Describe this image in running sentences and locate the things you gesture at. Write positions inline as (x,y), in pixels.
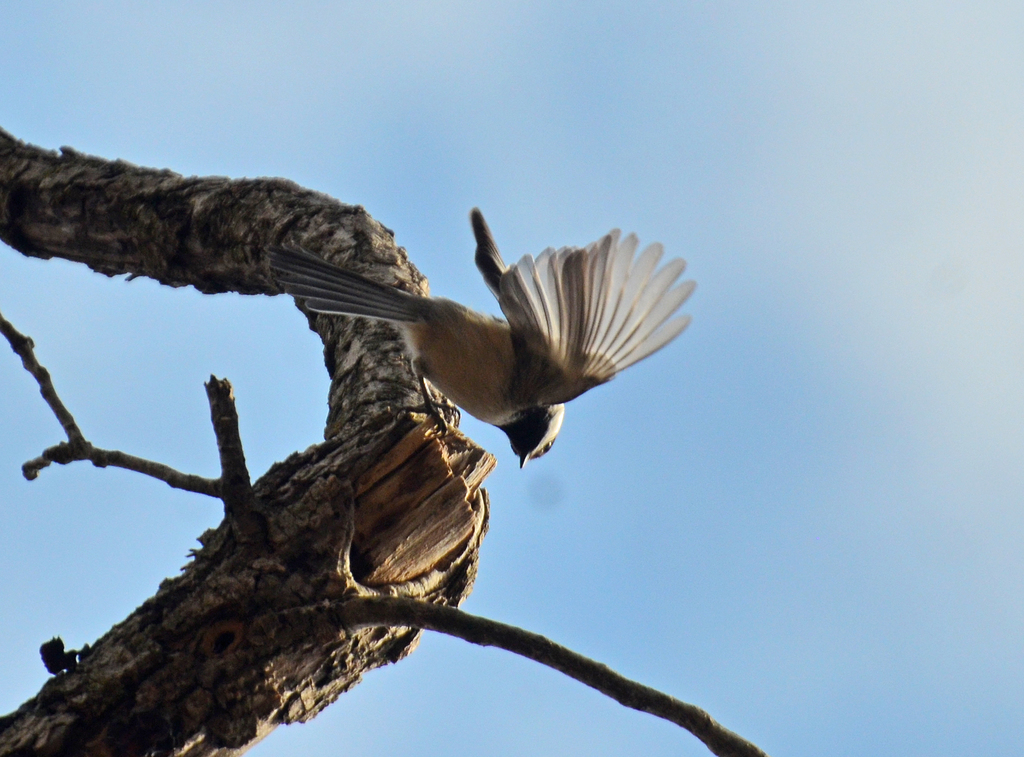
In this image I can see a tree trunk (267,238) on the left (132,190). A bird (482,366) is flying and there is sky (782,159) at the top (782,159).
